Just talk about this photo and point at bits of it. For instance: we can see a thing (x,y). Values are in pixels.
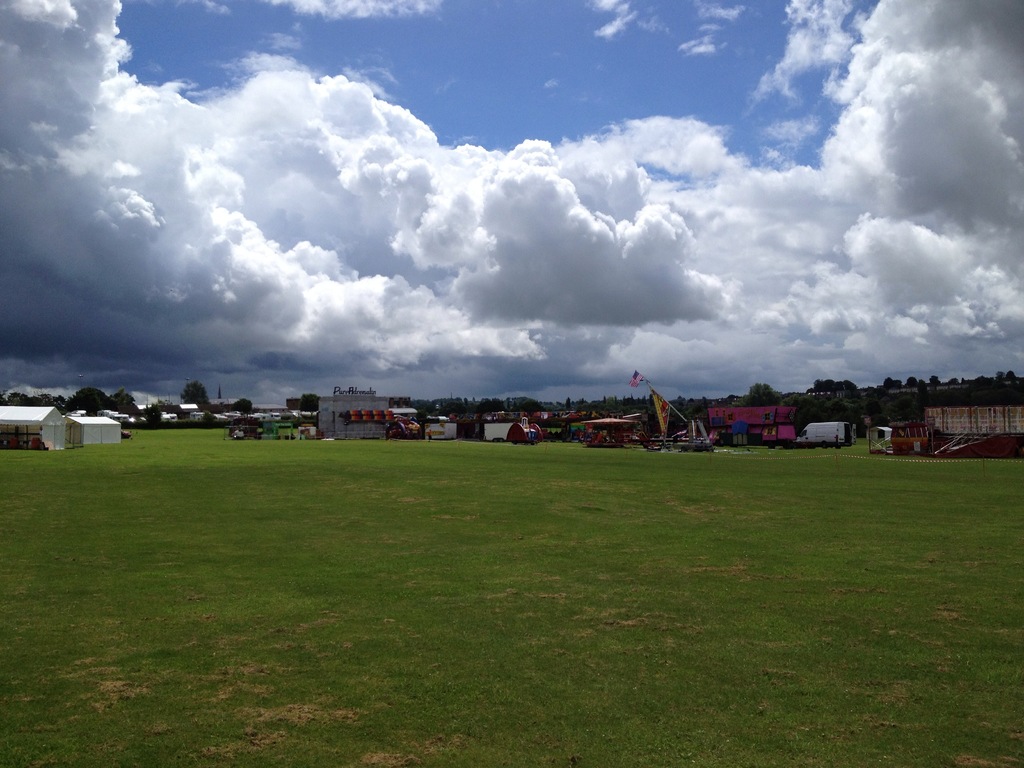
In this picture we can see tents (56,428), buildings (390,406), vehicles (254,429), shed (404,415) and other objects (327,415). In the background (808,399) we can see the many trees (823,391). At the top (429,194) we can see sky (637,64) and clouds (672,128). At the bottom (501,613) we can see green grass (716,569) and open area (486,553).
